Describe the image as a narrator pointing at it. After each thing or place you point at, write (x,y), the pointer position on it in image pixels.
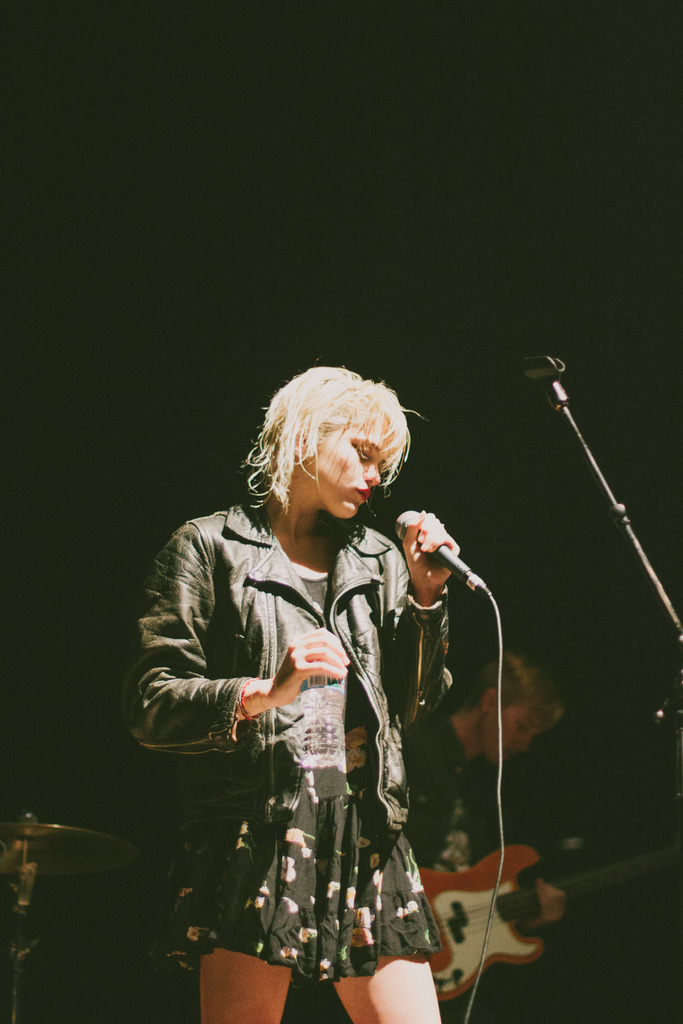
In the image we can see there is a woman (259,524) who is holding a mike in her hand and behind her there is a person (493,705) who is holding a guitar (506,895).
